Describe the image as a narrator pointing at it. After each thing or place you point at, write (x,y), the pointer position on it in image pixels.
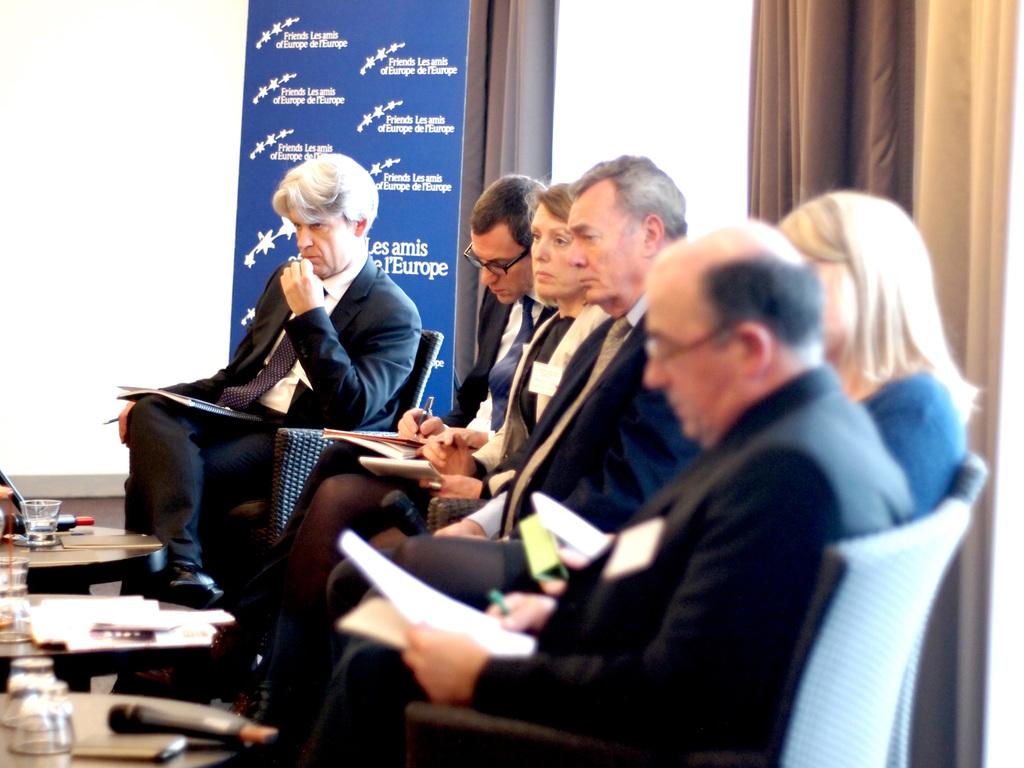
In this image we can see a few people (358,322) sitting on the chairs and holding few objects (527,651), there are few tables (191,758) and few objects (55,752) on it, we can see the written text (406,73) on the board (446,96), we can see the curtains (890,79) in the background (1006,161).
